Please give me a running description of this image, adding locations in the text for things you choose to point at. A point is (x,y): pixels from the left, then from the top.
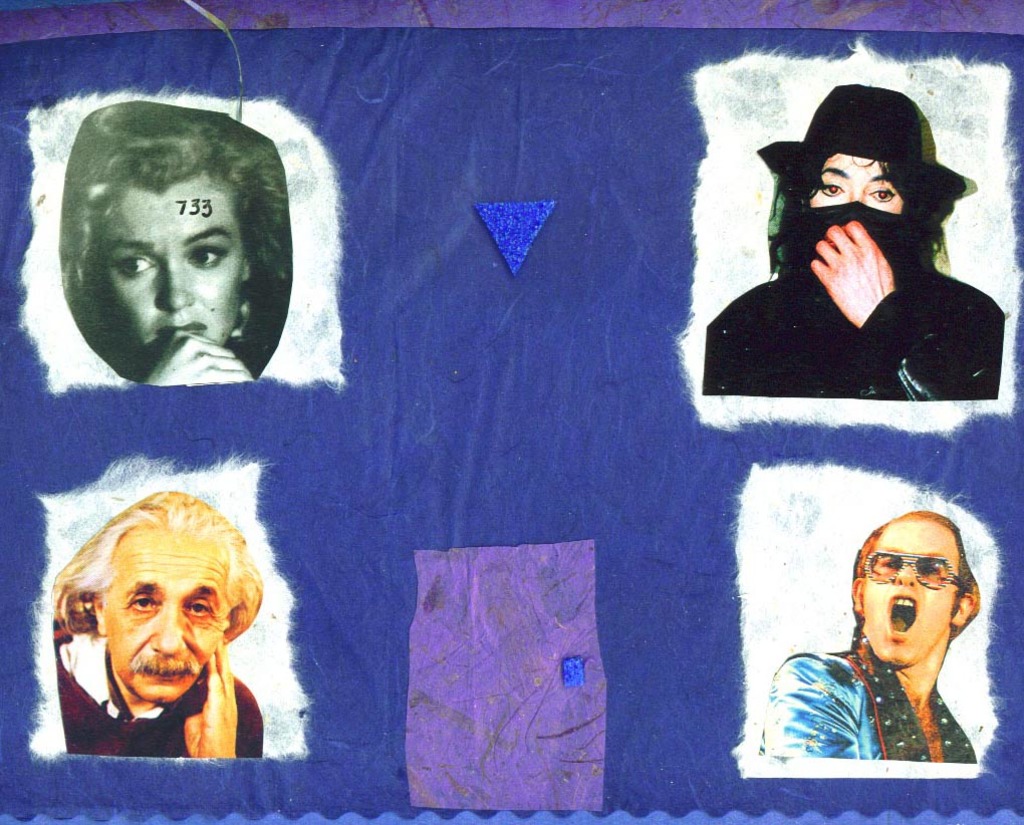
In this image we can see a banner (485,309) with images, numbers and objects (489,606).
